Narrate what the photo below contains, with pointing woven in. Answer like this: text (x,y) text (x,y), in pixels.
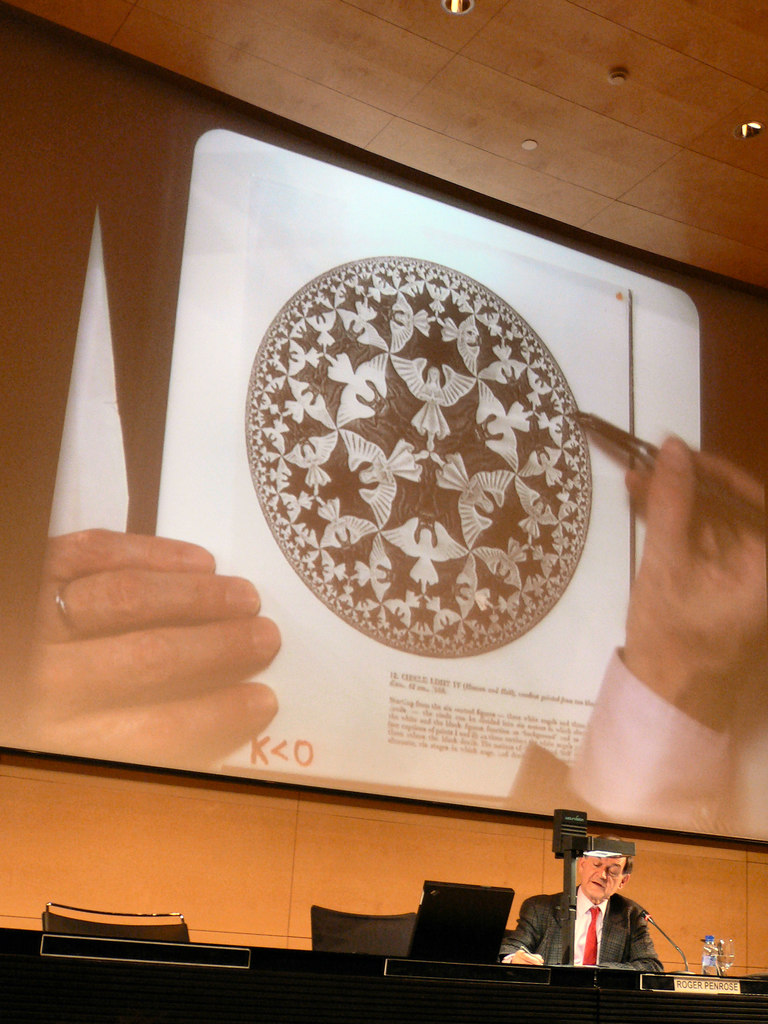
In this picture there is a man (594,963) sitting and we can see monitor (485,921), microphone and objects (726,985) on tables (289,949) and chairs (345,928). In the background of the image (350,630) we can see screen (486,707) and wall (200,819). At the top of the image (736,133) lights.
